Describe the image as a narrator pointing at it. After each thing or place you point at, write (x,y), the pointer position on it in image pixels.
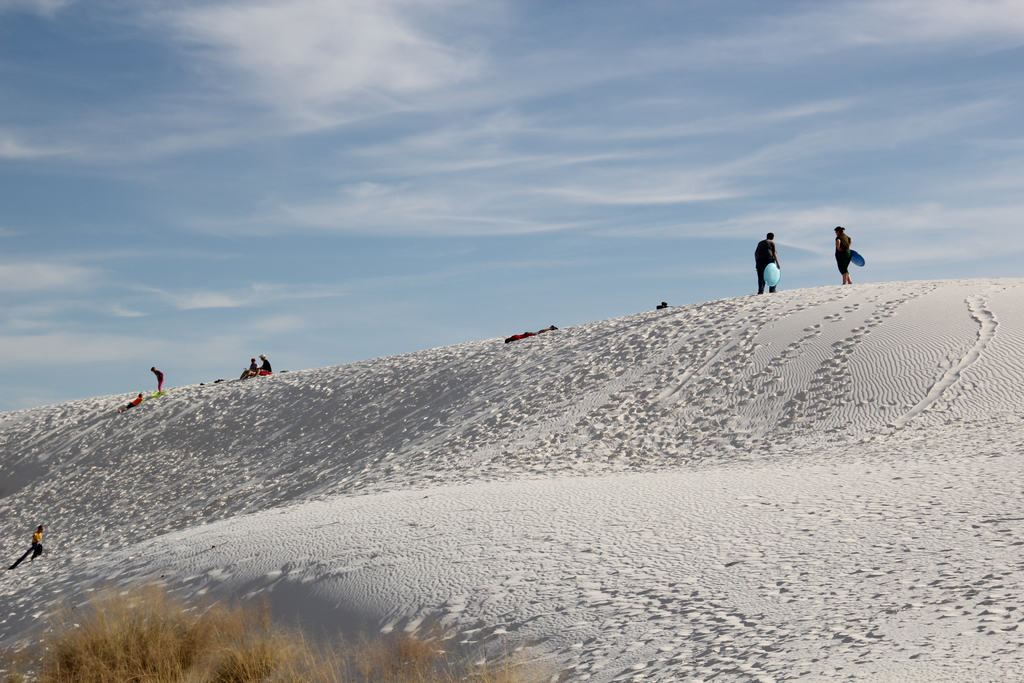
In this image, there are a few people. We can see the ground (548,410) covered with sand (332,518). We can also see some dried grass (154,627) at the bottom (157,608). We can see the sky (108,258) with clouds (340,74).
